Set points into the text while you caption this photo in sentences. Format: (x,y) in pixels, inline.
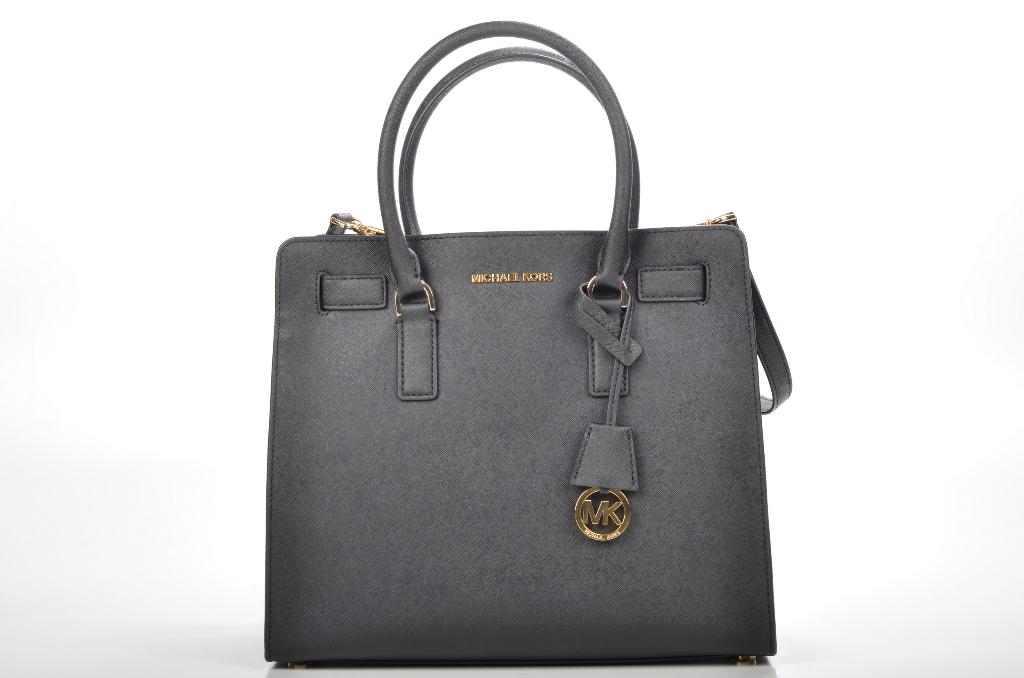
In this picture there is a handbag (487,392) which is grey in color.
